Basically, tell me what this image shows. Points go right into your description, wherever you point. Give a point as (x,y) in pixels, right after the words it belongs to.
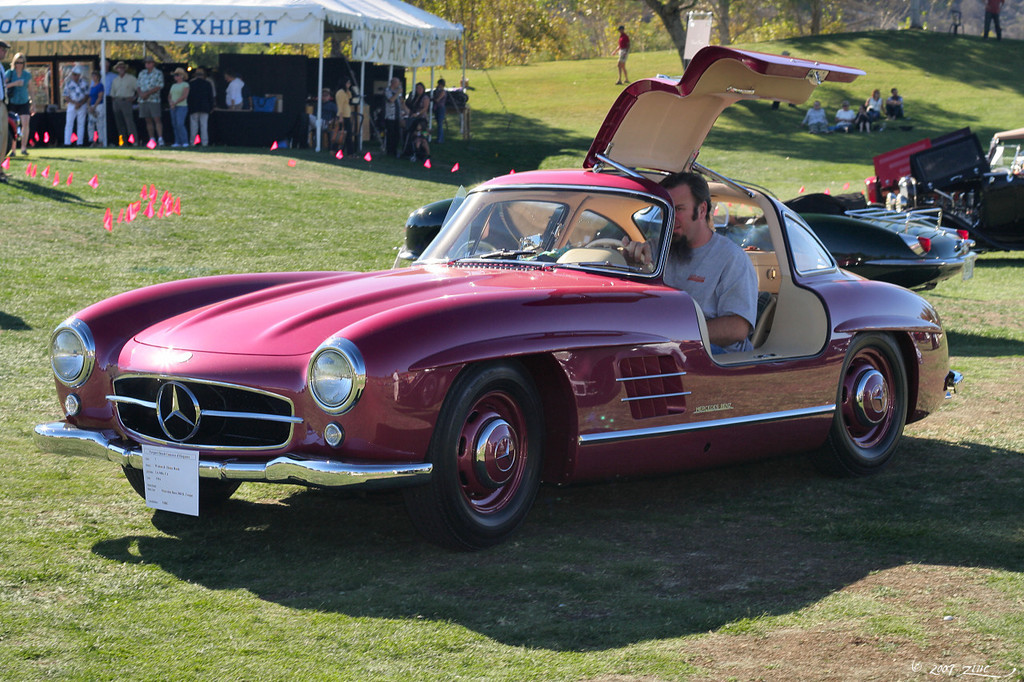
There is one person (710,292) driving a car (467,339) as we can see in the middle of this image (450,385). There are two other cars (891,211) and some persons (811,112) are sitting on a grassy land (919,123) is on the right side of this image (953,305), and there are some persons (83,96) standing on the left side of this image (198,71), and there are some trees (532,23) in the background (673,38).
